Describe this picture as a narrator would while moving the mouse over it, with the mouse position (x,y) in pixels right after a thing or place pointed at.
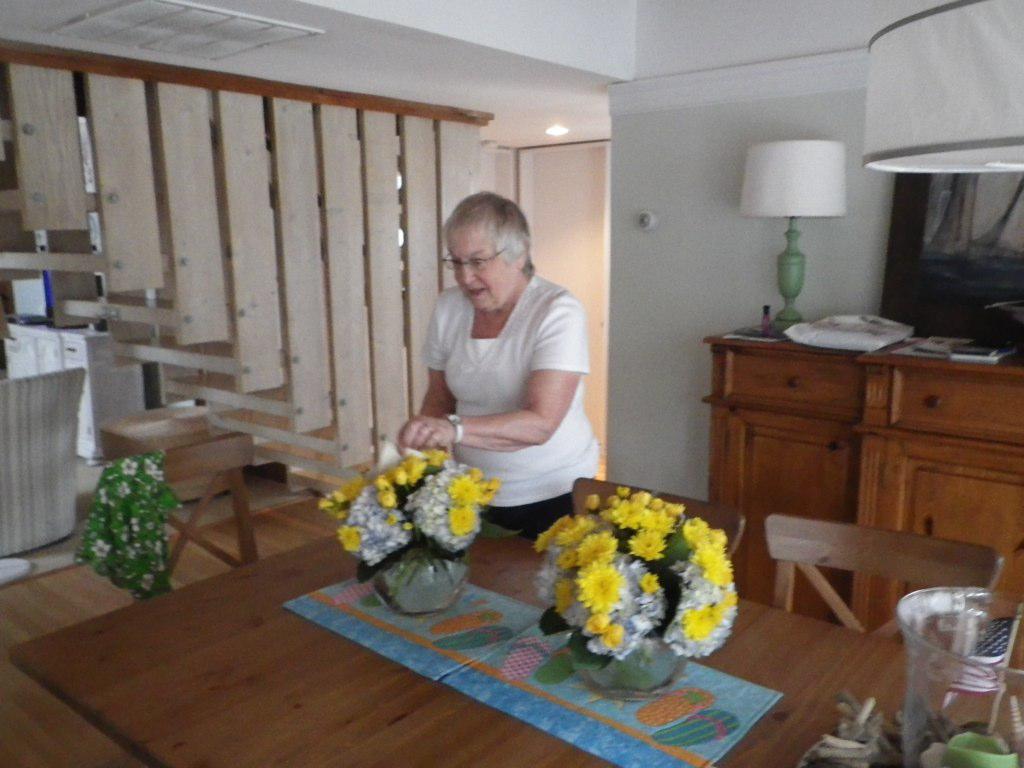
A woman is standing and there are flowers (659,577) on the dining table (537,540). On right side of her there is a staircase (190,334).
